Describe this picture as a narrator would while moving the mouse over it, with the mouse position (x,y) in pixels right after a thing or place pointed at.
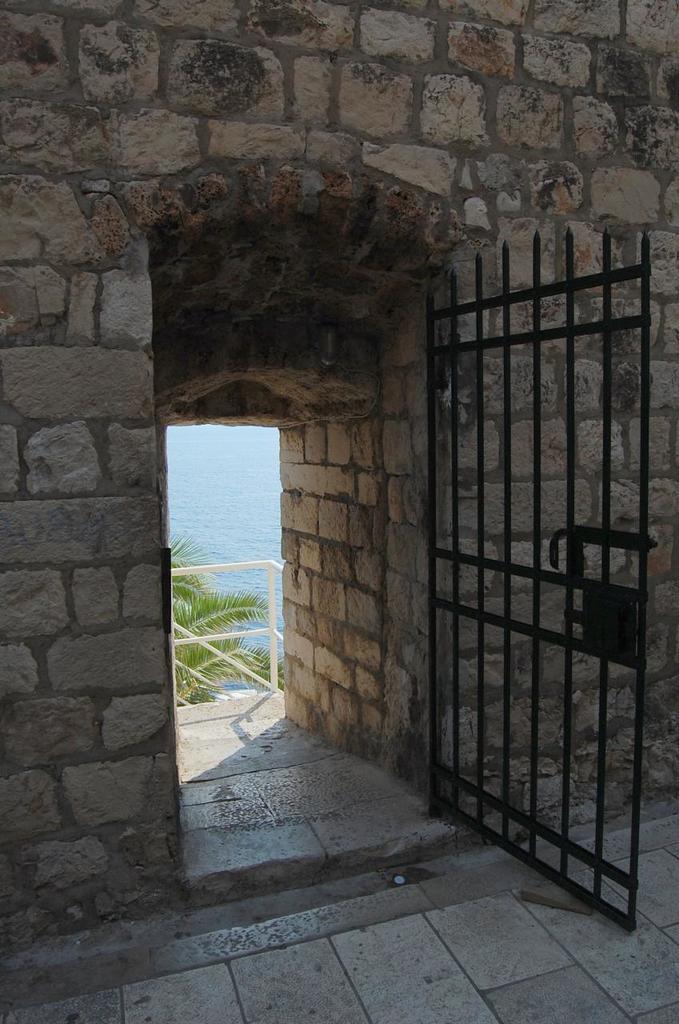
In this picture I can see a gate (548,636) which is attached to the wall (456,238). Here I can see trees (217,632).
